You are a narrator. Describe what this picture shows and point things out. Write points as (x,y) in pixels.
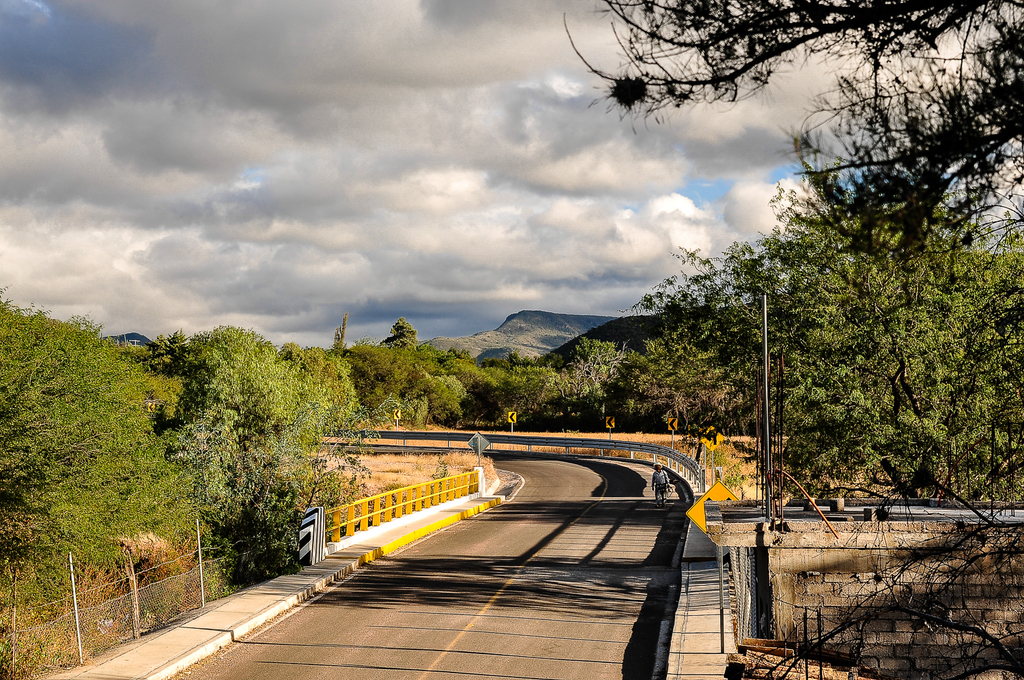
In this picture we can see a person (656,472) on the path (674,579). There is a fencing (455,496) on both sides of the path (600,494). We can see few signboards (712,441) on the path (679,506). There are many trees (644,358) from left to right. We can see few poles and a wall (858,635) on the right side (870,659). Sky (510,117) is cloudy.
